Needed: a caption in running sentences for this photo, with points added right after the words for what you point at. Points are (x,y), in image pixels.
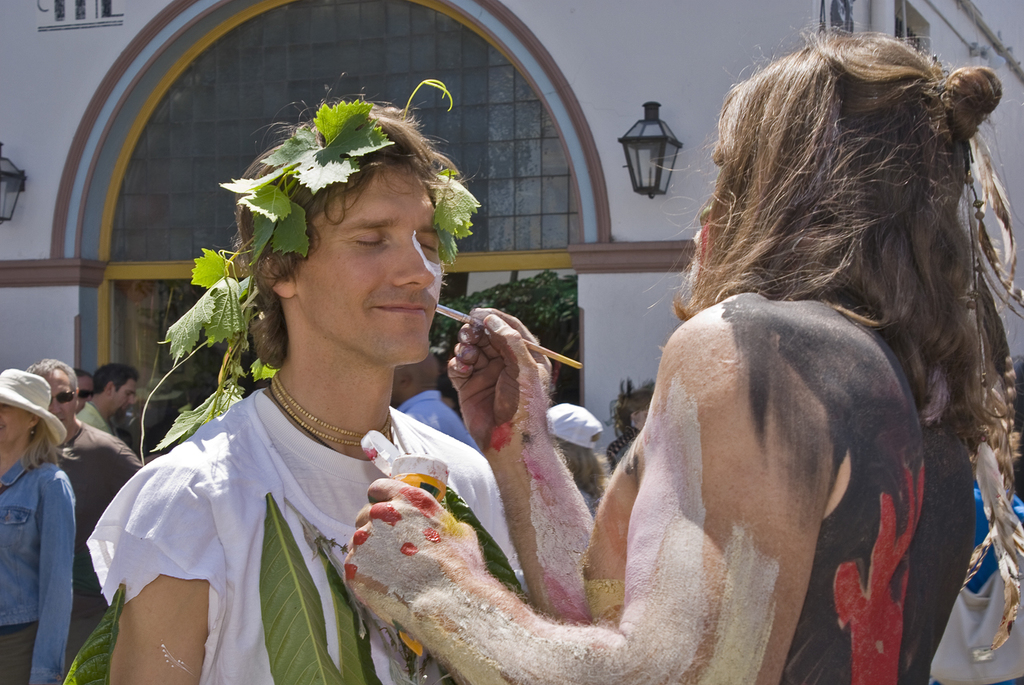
In this there is a person (317,496) wearing leaves (276,157) on his head (260,178). Right side (696,670) there is a person (537,386) holding a brush (447,310) and he is painting on the person (375,316). Left side (24,482) there is a woman (20,421) wearing a cap (40,382). There are people (81,423). Background (81,324) there is a wall (62,165) having lights (632,137) attached to it.
